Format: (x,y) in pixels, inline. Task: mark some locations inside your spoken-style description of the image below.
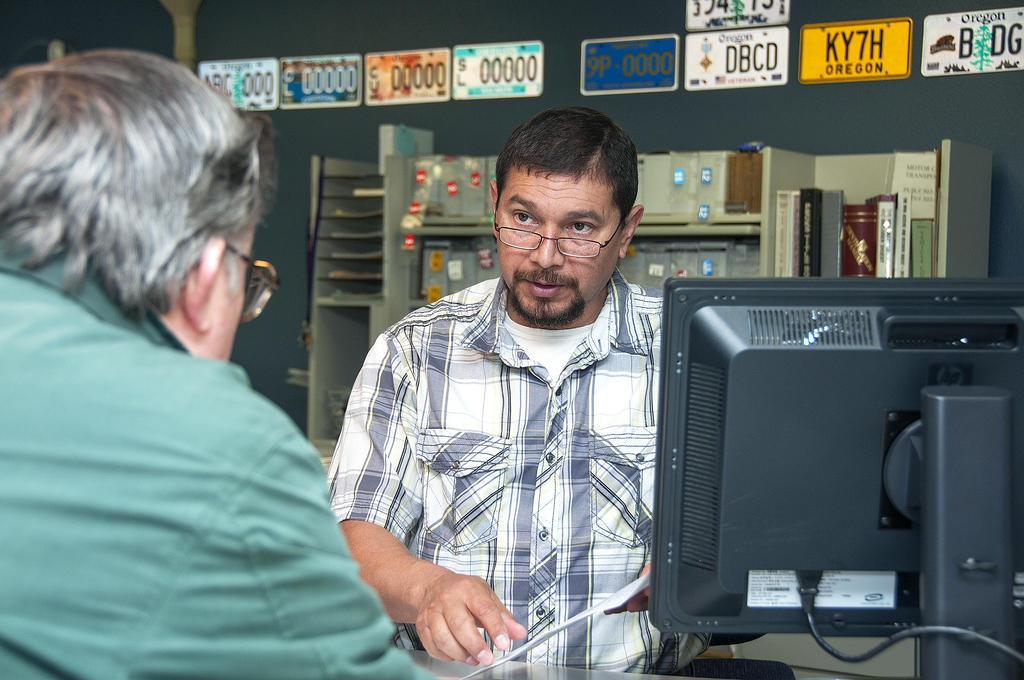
In this picture we can see there are two people (532,590). On the right side (759,616) there is a monitor (711,549) and behind the people (299,512) there are shelves (366,264) and in the shelves (375,233) there are books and other things (461,250). Behind the shelves (405,262) there is a wall (536,27) with some boards (643,61).
